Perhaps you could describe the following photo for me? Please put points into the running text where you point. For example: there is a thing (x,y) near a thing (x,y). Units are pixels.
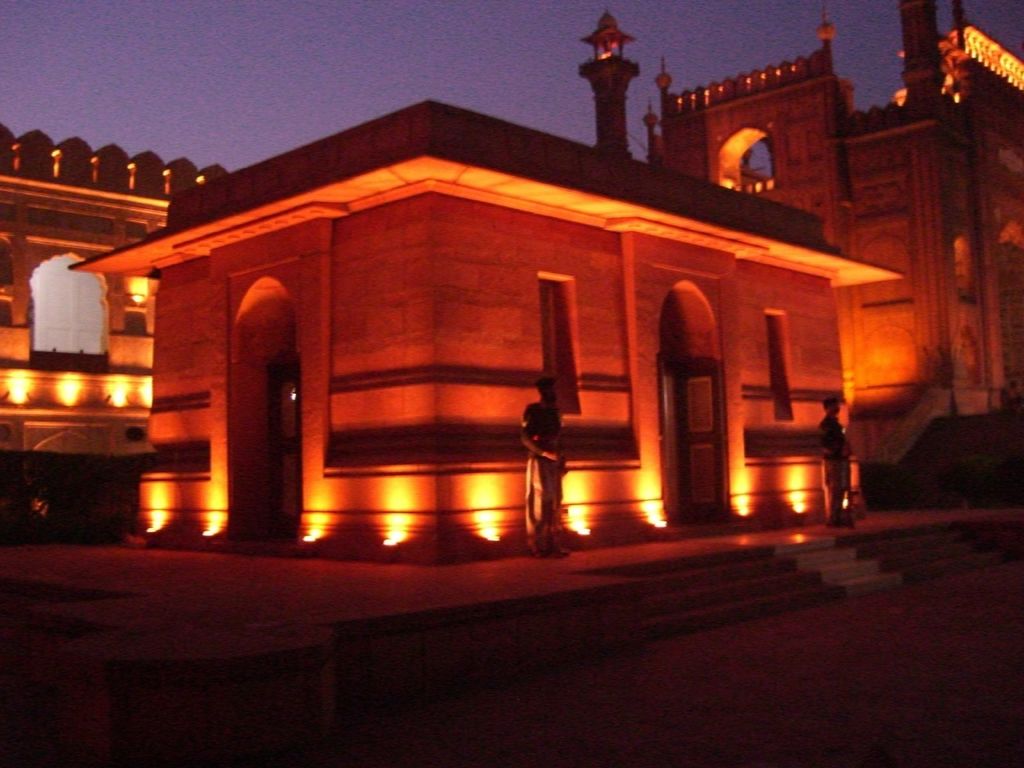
Here in this picture we can see a monumental building (271,230) present over a place and we can see lights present all over there and we can see two men (557,407) standing in the front (538,504).
